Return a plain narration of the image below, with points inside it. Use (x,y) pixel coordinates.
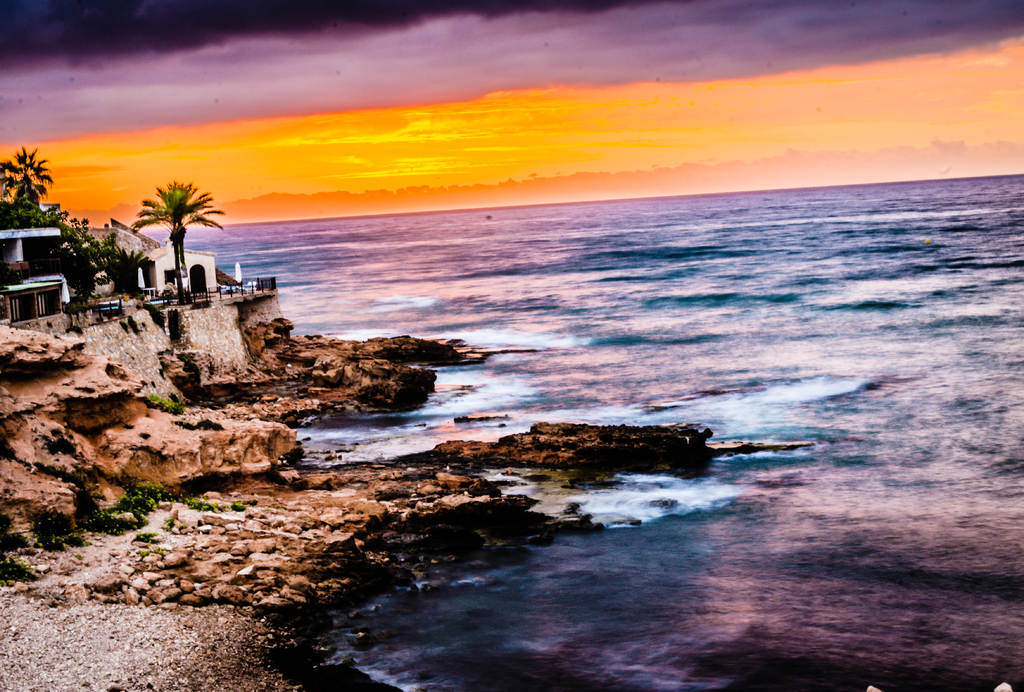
This is an edited image. On the right side (855,363) there is an ocean (664,285). On the left side (120,418), I can see the rocks (30,368), buildings (168,275) and trees (57,221). At the top of the image (510,71) I can see the sky (538,81).
